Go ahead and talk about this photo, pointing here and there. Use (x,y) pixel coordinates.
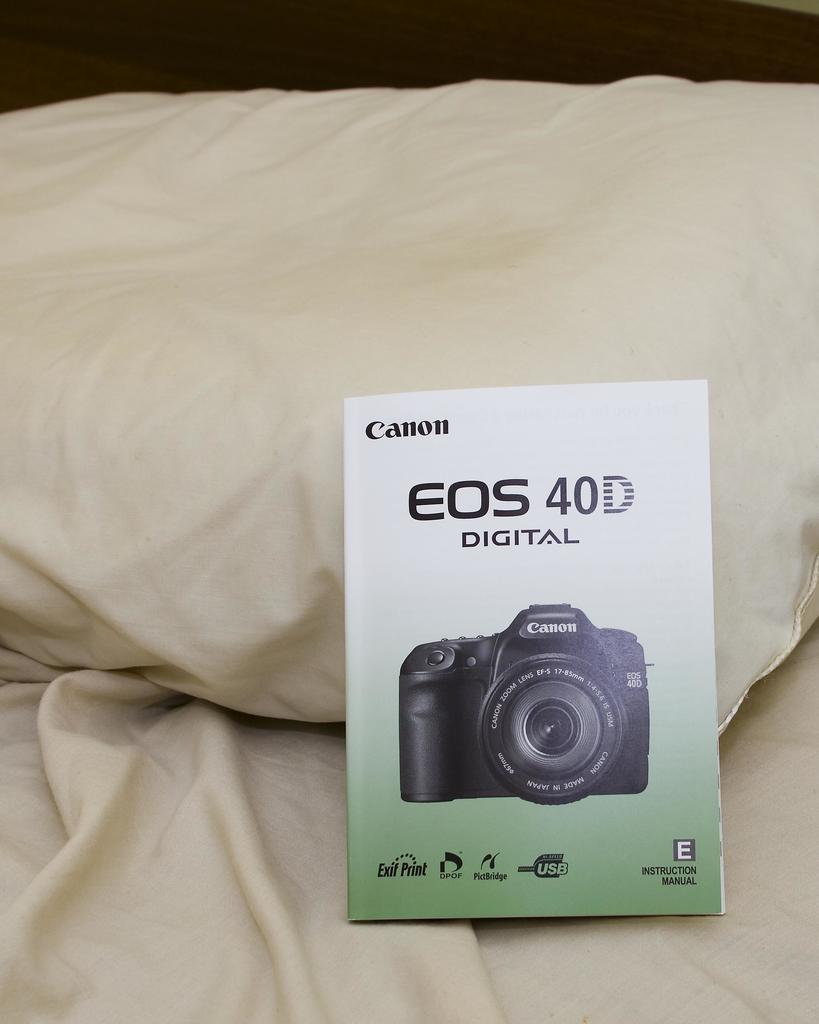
In this picture we can see a pillow (280,347) and bed sheet (251,834) and leaning to the pillow (714,445) we have a booklet (592,420) of a black color camera (540,645) on it naming canon camera (547,632).
